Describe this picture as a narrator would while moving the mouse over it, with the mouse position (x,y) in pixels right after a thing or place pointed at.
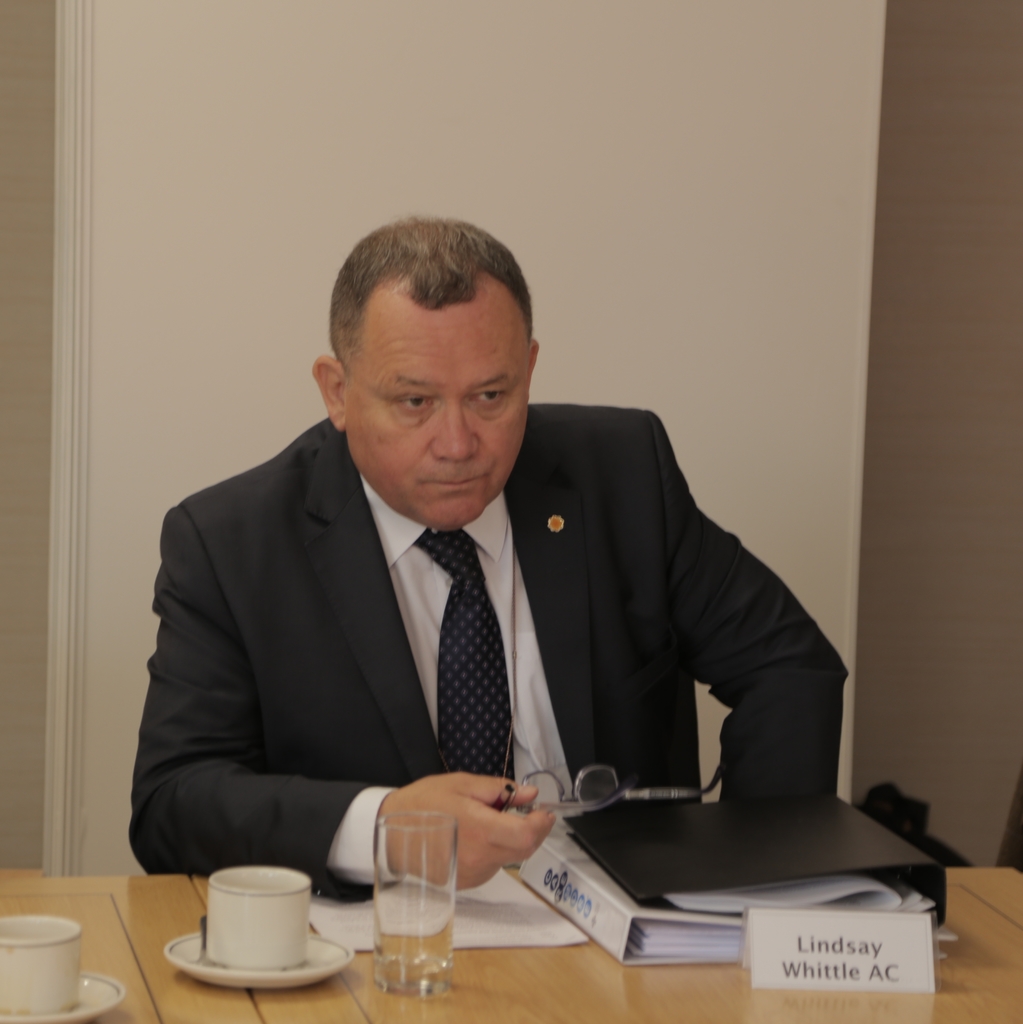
In the picture there is man (552,576) sitting on the chair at the table (580,956). He wore a black suit (279,668) and is holding spectacles (526,778) in his hand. On the table (555,955) there are files (600,942), name board (745,926), cup (281,944) and saucers (187,973), glass (403,923) and papers (482,901). In the background (772,377) there is wall (688,184).
